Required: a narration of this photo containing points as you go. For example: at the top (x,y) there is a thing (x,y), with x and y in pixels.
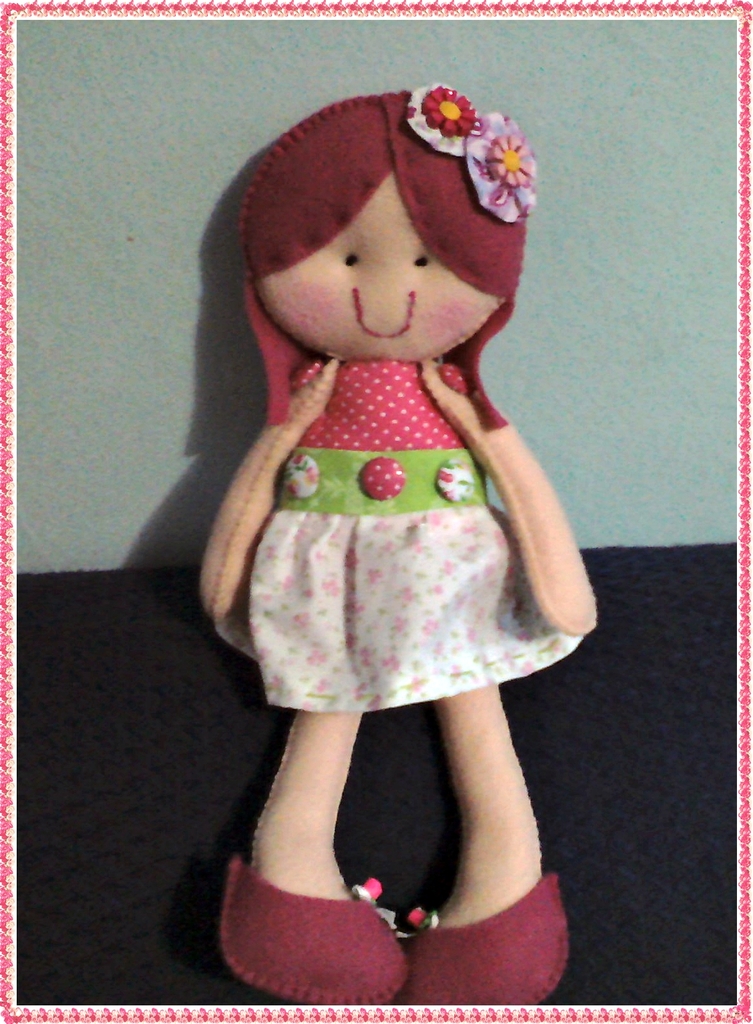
In front of the image there is a toy (433,409) on the mat (392,730). Behind the toy (283,328) there's a wall (147,392).
